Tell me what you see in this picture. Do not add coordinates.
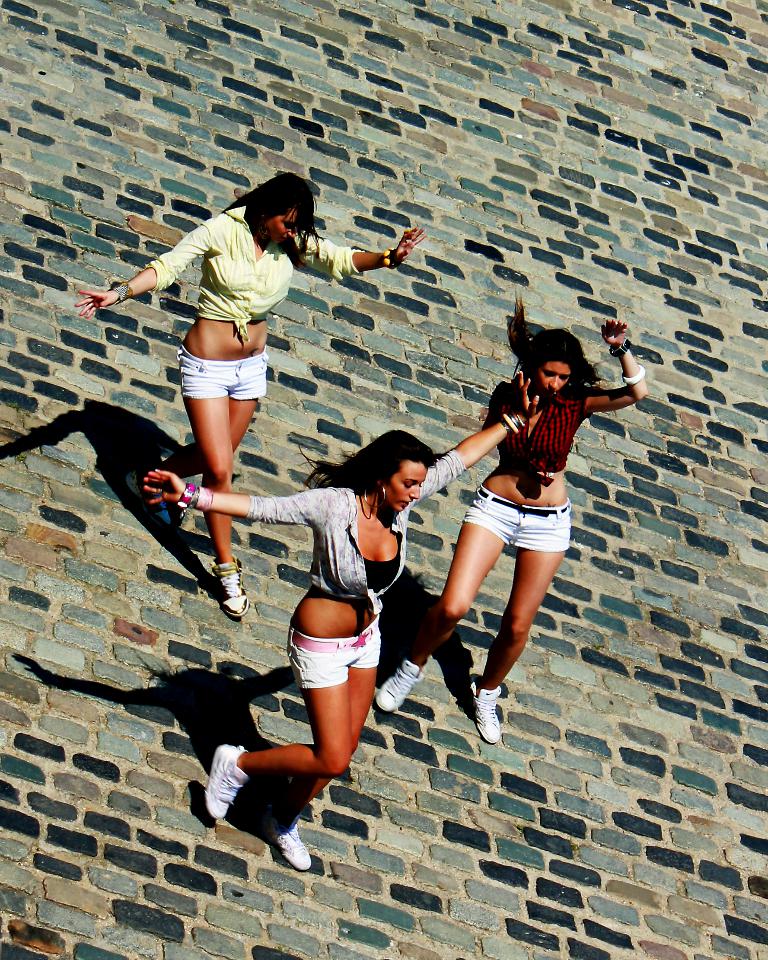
In the middle of the image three women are standing and doing something.
